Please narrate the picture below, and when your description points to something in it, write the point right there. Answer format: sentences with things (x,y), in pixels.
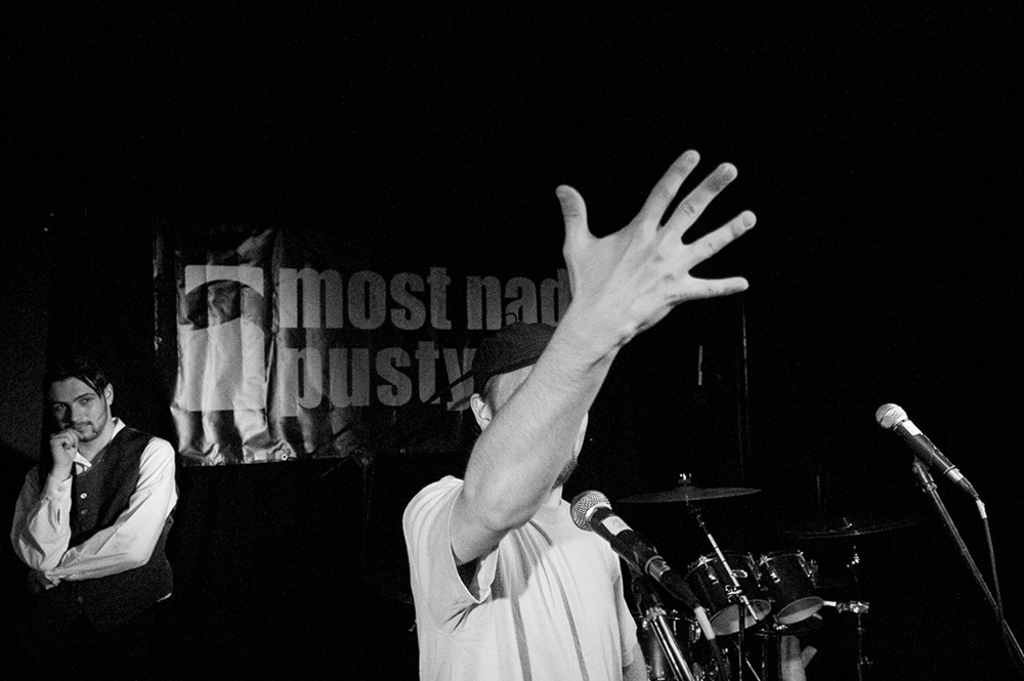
In the foreground of the picture (715,621) there are mics (602,525), drums (738,552) and a person (506,510). On the left (67,461) there is a person (87,479) standing. In the middle of the picture (428,344) there is a banner (360,294). At the top (360,75) it is dark.
